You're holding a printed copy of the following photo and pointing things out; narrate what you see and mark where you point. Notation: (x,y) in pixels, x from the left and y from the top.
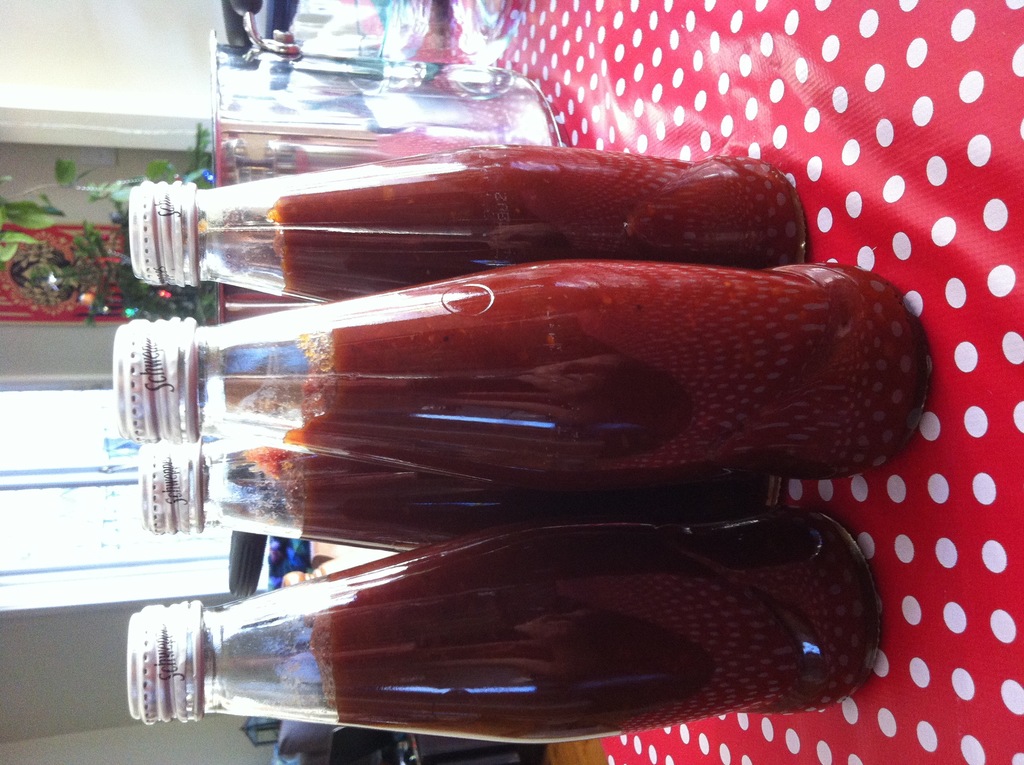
There are bottles (538,349) on the table (852,233). This is glass (496,50). On the background (11,681) there is a wall (63,150) and this is window (38,524). There is a plant (117,262).
